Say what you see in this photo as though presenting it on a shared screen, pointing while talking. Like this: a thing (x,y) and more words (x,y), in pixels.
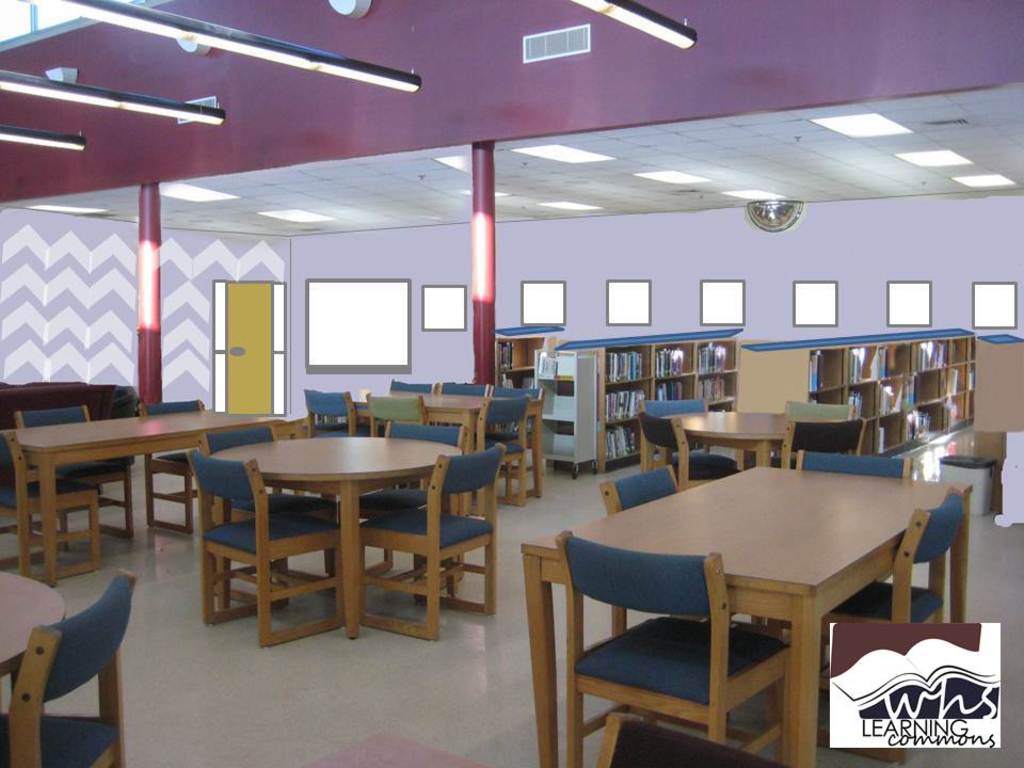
In this image I can see the tables (428,466) and many chairs (308,526). These tables (275,465) are in brown color and the chairs (437,518) are in blue color. In the background (636,370) i can see the books (623,372) in the rack (534,378). I can also see the lights (34,93) in the top (395,79).
